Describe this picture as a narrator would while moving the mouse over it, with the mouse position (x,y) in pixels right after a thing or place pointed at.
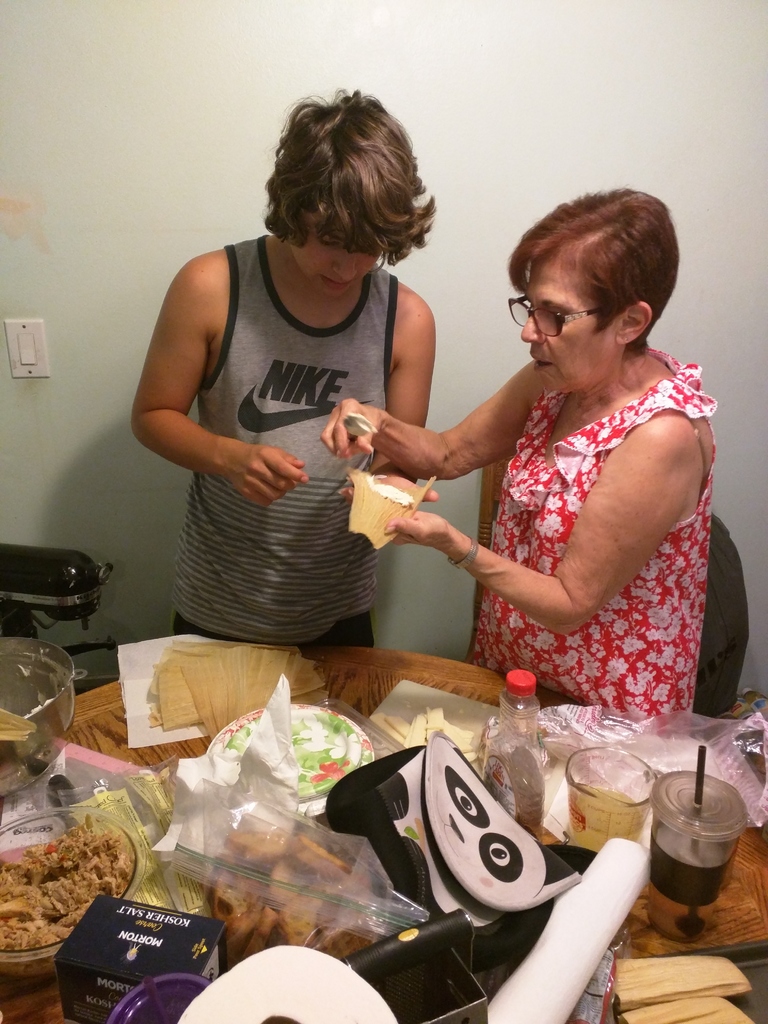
There is a man (291,319) and a woman (581,444) standing. Woman (553,407) is wearing a specs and holding something. There is a table (124,759). On that there is a bowl (45,843) with food item (67,855), tissues (145,721), plate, bottle (523,730), cups (599,773) and many other items (425,843). In the background (266,111) there is a wall (245,176) with a switch (37,333).
